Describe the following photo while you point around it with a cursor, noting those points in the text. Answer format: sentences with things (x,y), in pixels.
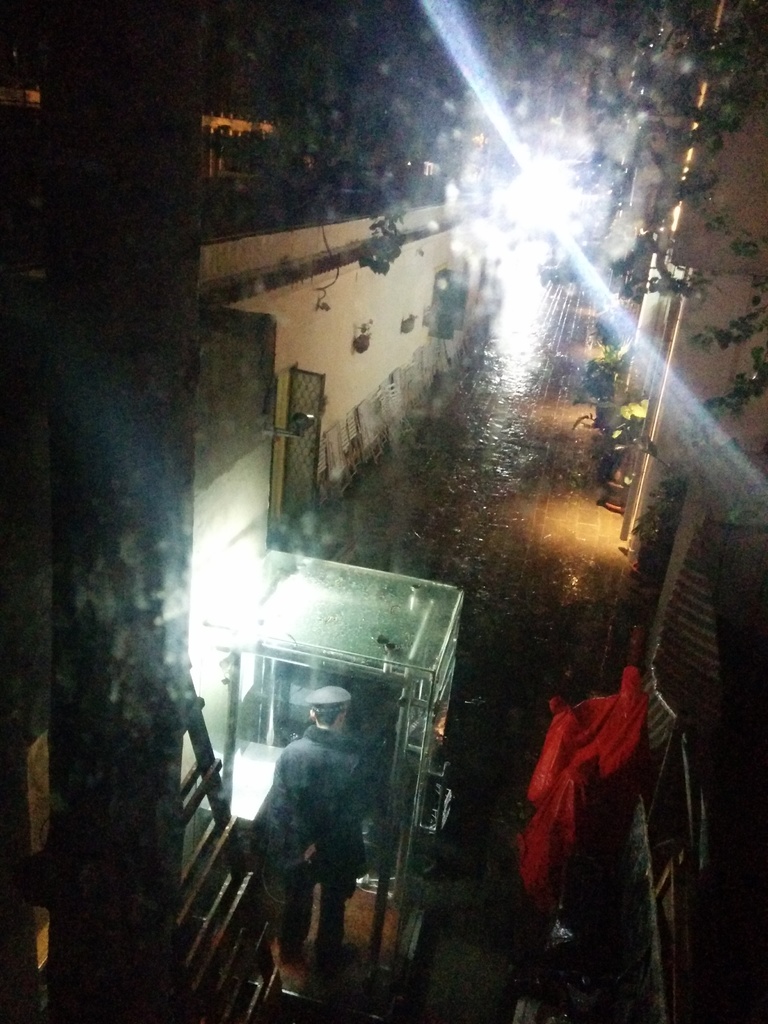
In this picture, we can see a person (269,805), buildings (255,396), path (465,365), and some objects (708,671) on the bottom right side of the picture (631,800), plants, and lights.
